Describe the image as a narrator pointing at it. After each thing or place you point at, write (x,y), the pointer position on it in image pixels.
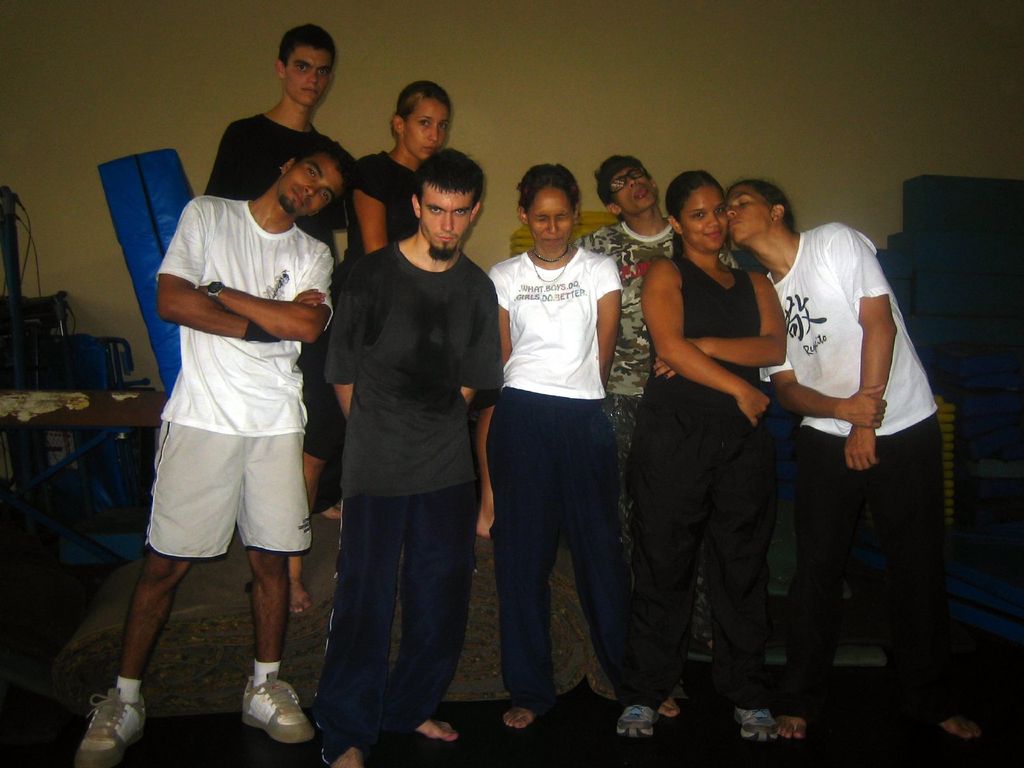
In the picture I can see a group of people (848,399) standing on the floor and looks like they are posing for a photo. I can see a table (120,402) on the floor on the left side (94,392). In the background (385,67), I can see the wall (619,31).
